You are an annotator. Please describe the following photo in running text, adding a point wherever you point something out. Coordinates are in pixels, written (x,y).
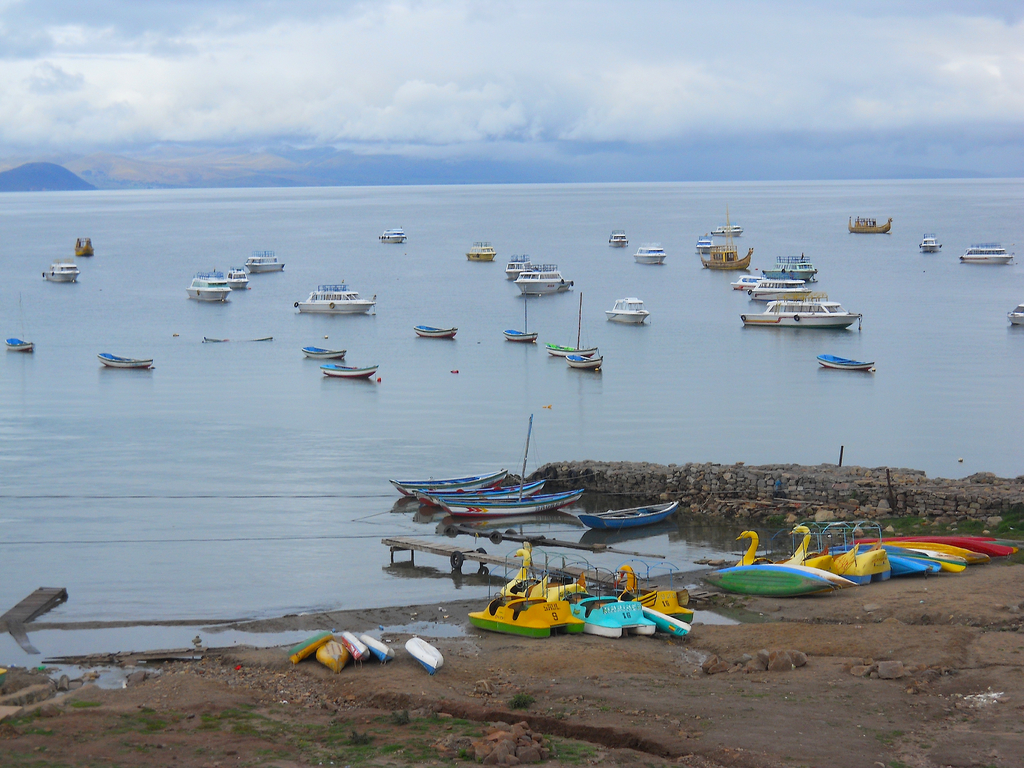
In this image, we can see some boats (465,506) and there is water (438,275), at the top (702,97) there is a sky (473,100) which is cloudy.
